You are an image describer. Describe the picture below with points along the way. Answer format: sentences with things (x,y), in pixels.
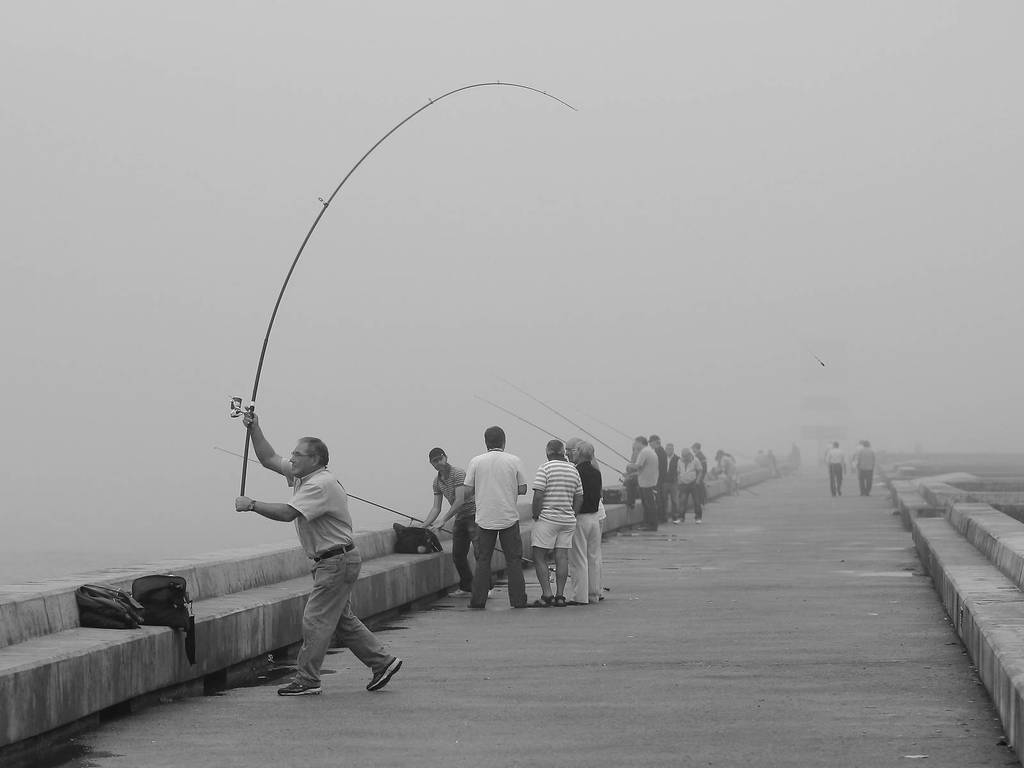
On the left side (337,563), there are persons (312,621). Some of them are holding sticks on the road (431,651). Beside them, there are bags (618,493) on a wall (65,593). On the right side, there are persons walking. Beside them, there is a wall (913,509). In the background (946,123), there is the sky (335,144).
